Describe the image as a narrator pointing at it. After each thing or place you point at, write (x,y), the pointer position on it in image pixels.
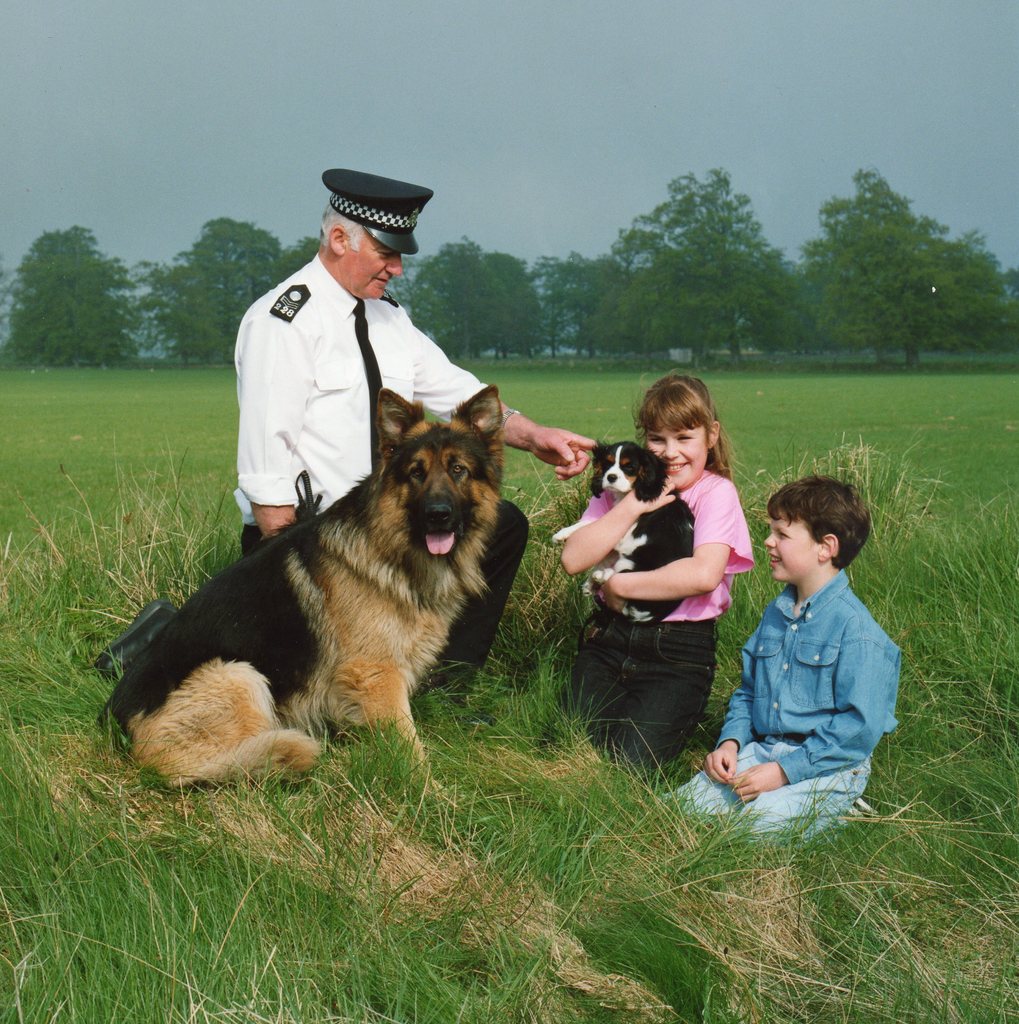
This is a picture in the field (947,722) where we have some trees (851,351) and grass (688,371) and there are three people (858,601) and two dogs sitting on the grass (547,490).
